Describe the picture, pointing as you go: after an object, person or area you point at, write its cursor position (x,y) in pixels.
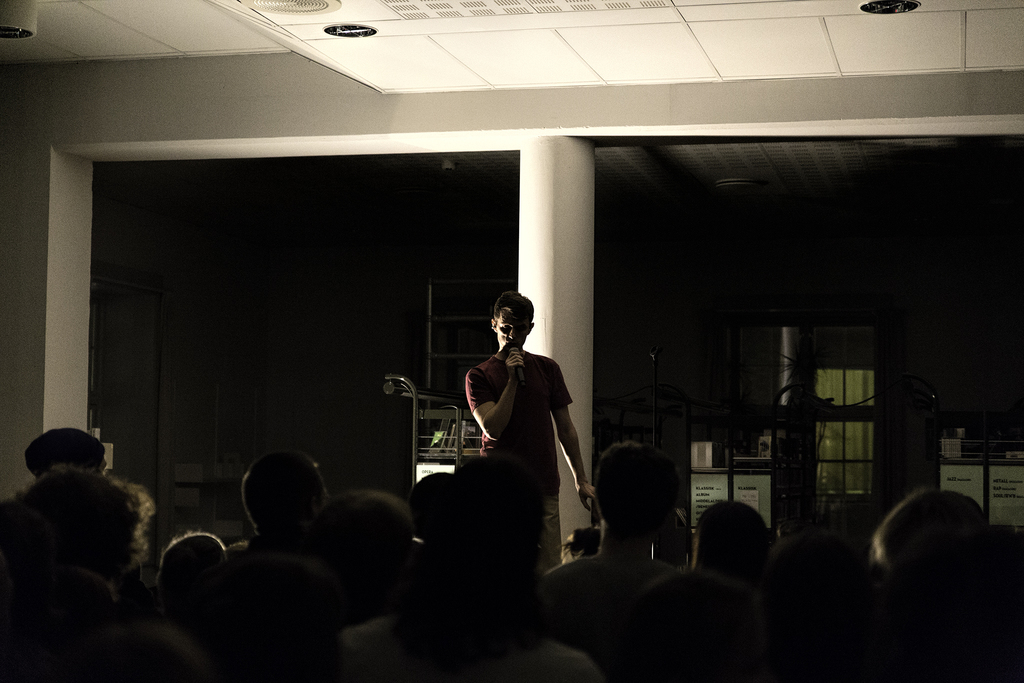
In this picture we can see a group of people (620,623), one person (542,566) is holding a mic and in the background (562,348) we can see pillars (575,341) and some objects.
